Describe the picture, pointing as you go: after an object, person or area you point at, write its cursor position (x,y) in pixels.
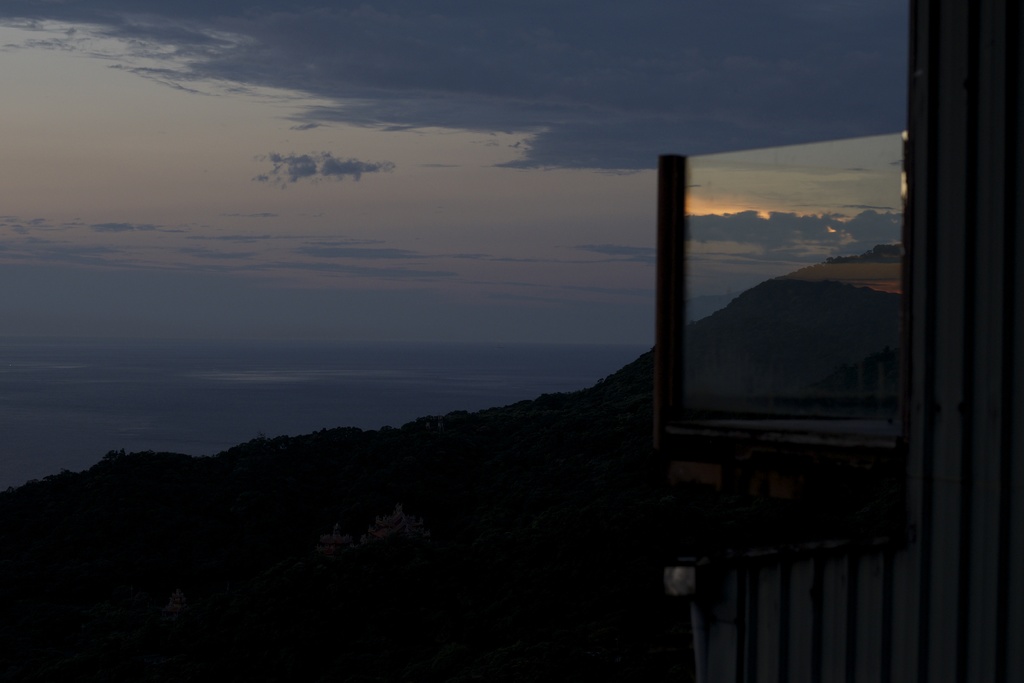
In this image there is an ocean (161,391) on the left side (142,388). At the top (299,130) there is the sky (299,130). On the right side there is a hill (419,478) on which there are trees (274,549) and flower plants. On the right side (890,399) there is a building (878,610) to which there are opened windows (746,281).
